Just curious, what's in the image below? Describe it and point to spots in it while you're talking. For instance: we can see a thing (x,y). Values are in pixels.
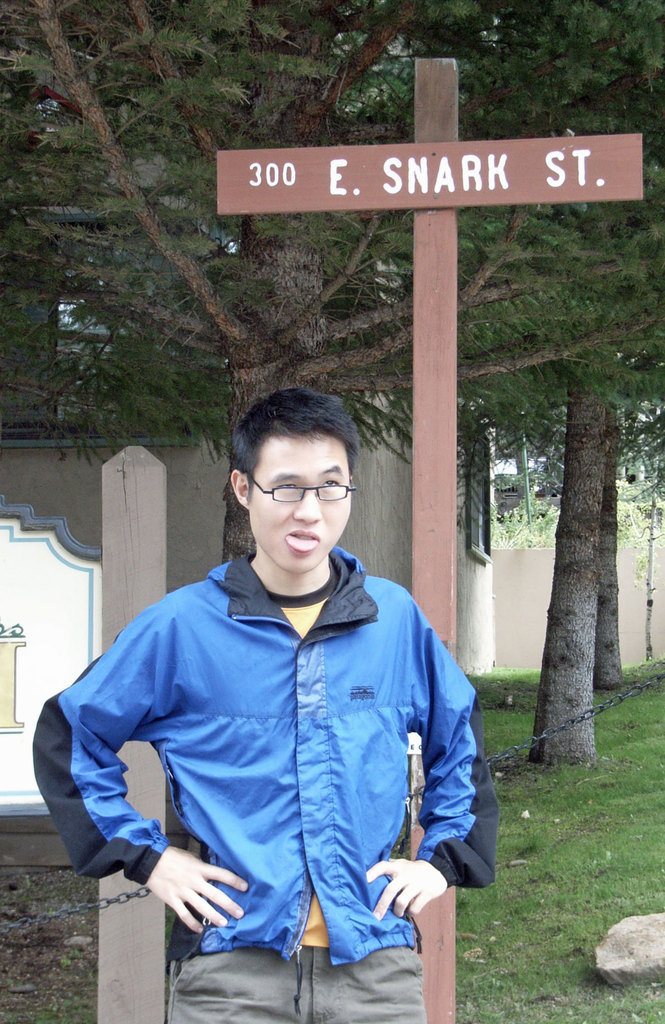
In this image there is a person (321,771) standing, behind the person (355,774) there is a chain fence (541,736), behind the fence (17,921) there are trees (205,414), buildings (362,514), name sign board (396,194) and a wooden stick (140,746), on the bottom right of the image (603,968) there is a stone (626,936) on the surface (506,862).
